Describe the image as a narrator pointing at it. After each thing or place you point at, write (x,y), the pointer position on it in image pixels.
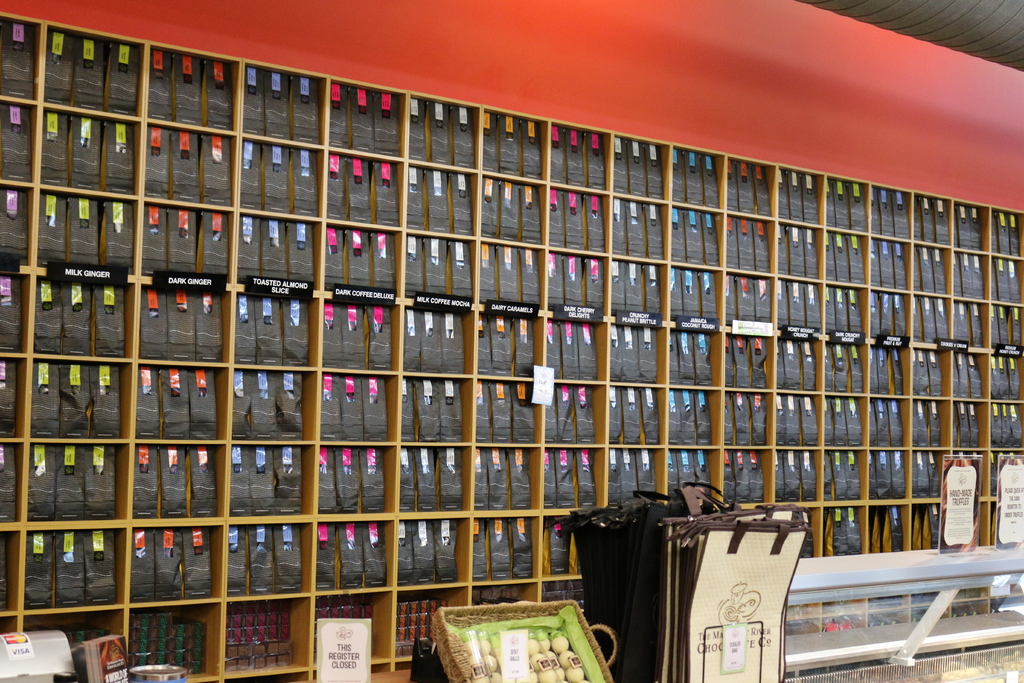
This picture is an inside view of a store (563,422). In this picture we can see the racks (528,401), bags (719,555), container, boards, machine (13,676), book (93,669) and some other objects (939,619). On the racks (717,222) we can see the boards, text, objects (268,500). In the top right corner (949,33) we can see the roof (949,33).
